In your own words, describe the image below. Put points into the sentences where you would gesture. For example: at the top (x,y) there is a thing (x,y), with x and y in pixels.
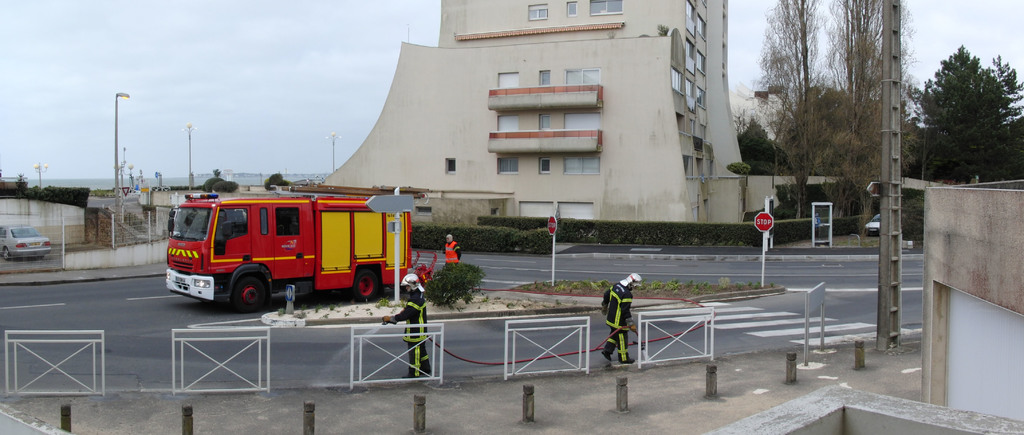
In this image, we can see building (669,161), trees (827,178), poles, street lights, sign boards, vehicles (197,245), plants (803,221), fences (40,267) and few people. Here we can see walls (630,186), glass windows (231,226), pipe (495,362) and few objects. Background (351,103) there is the sky (304,97).
